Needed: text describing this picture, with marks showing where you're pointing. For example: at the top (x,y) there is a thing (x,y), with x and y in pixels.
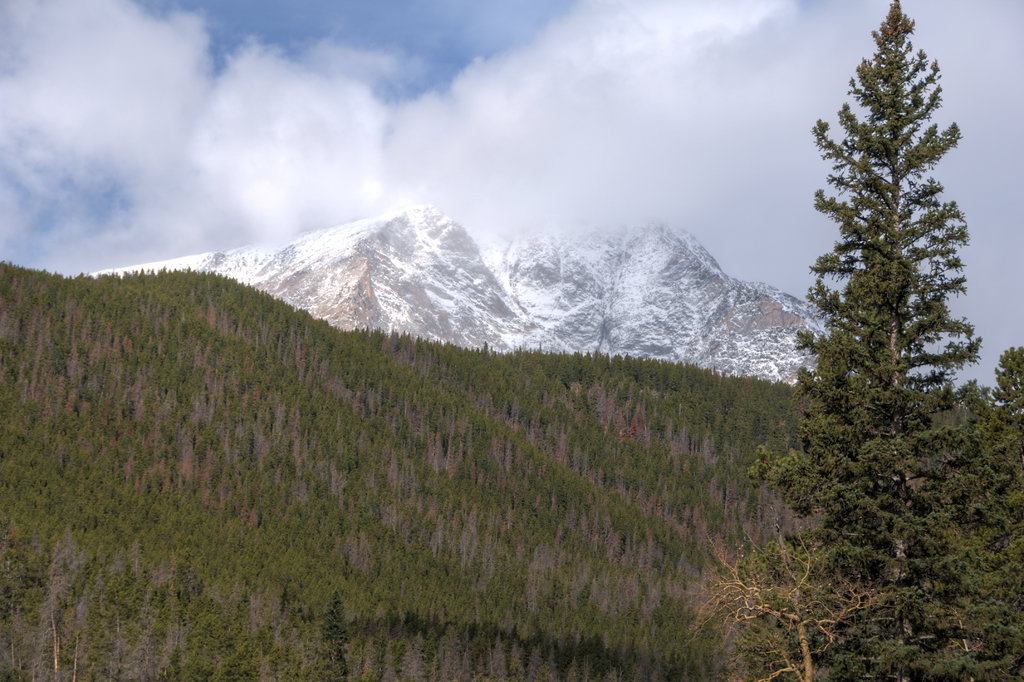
This picture is taken from outside of the city. In this image, on the right side (880,131), we can see some trees (968,431) and plants (981,616). in the background (250,249), we can see mountains (363,261) which are covered with snow (585,263). At the top (401,52), we can see a sky (492,139) which is bit cloudy, at the bottom (553,538), we can see some plants (213,575) and a grass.
